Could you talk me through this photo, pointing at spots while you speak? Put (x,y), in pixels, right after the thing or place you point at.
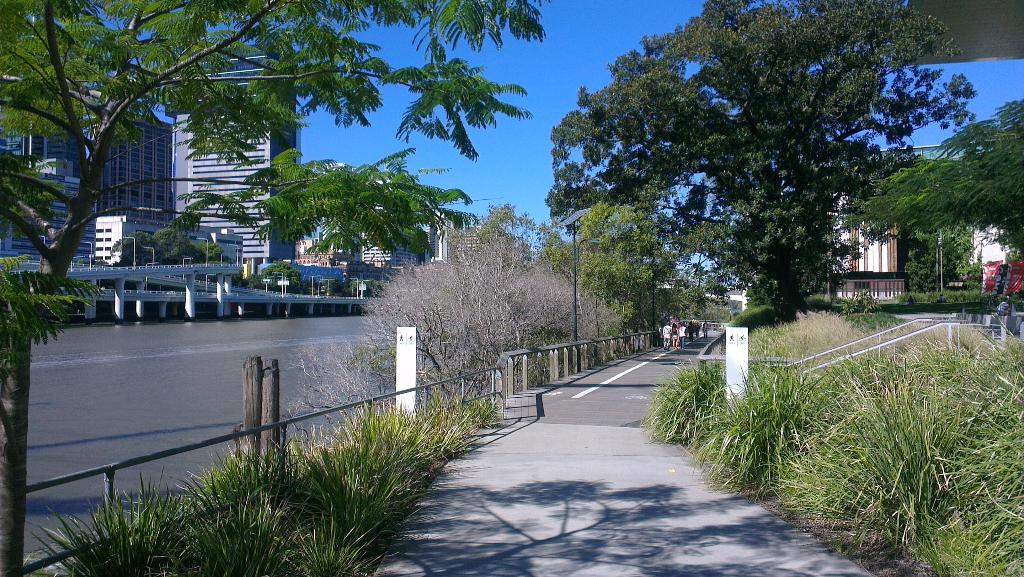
In this image there are group of people (664,333) standing, a walkway (631,411), grass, plants (222,516), iron rods (706,348), water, bridge (224,288), trees (5,404), poles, lights (148,247), buildings (234,243), and there is sky (490,47).
